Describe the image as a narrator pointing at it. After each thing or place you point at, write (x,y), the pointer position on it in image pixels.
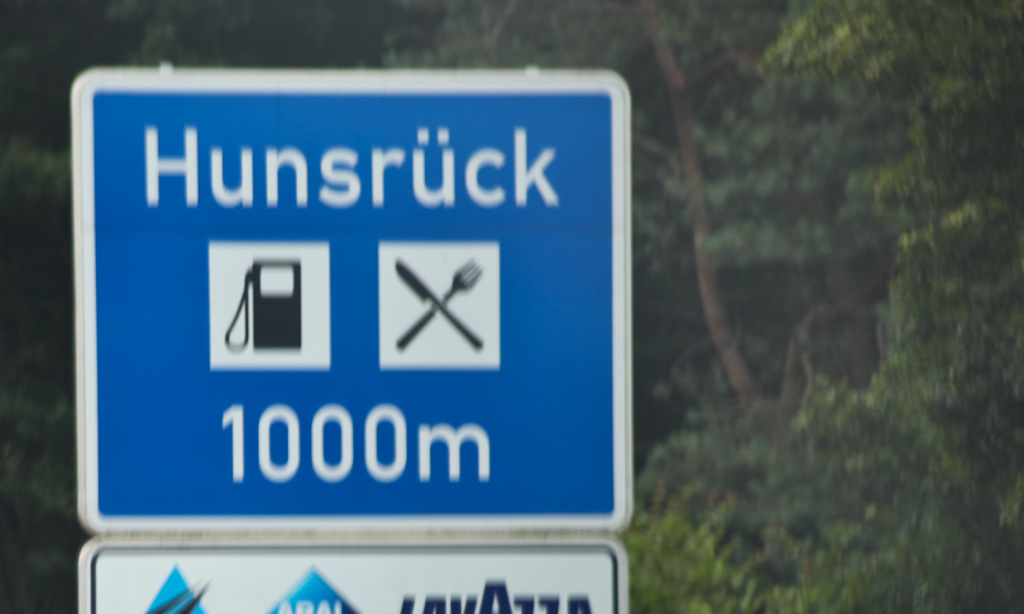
In the center of the image (567,207) there is a sign board (605,363). In the background of the image (726,229) there are trees (225,16).
